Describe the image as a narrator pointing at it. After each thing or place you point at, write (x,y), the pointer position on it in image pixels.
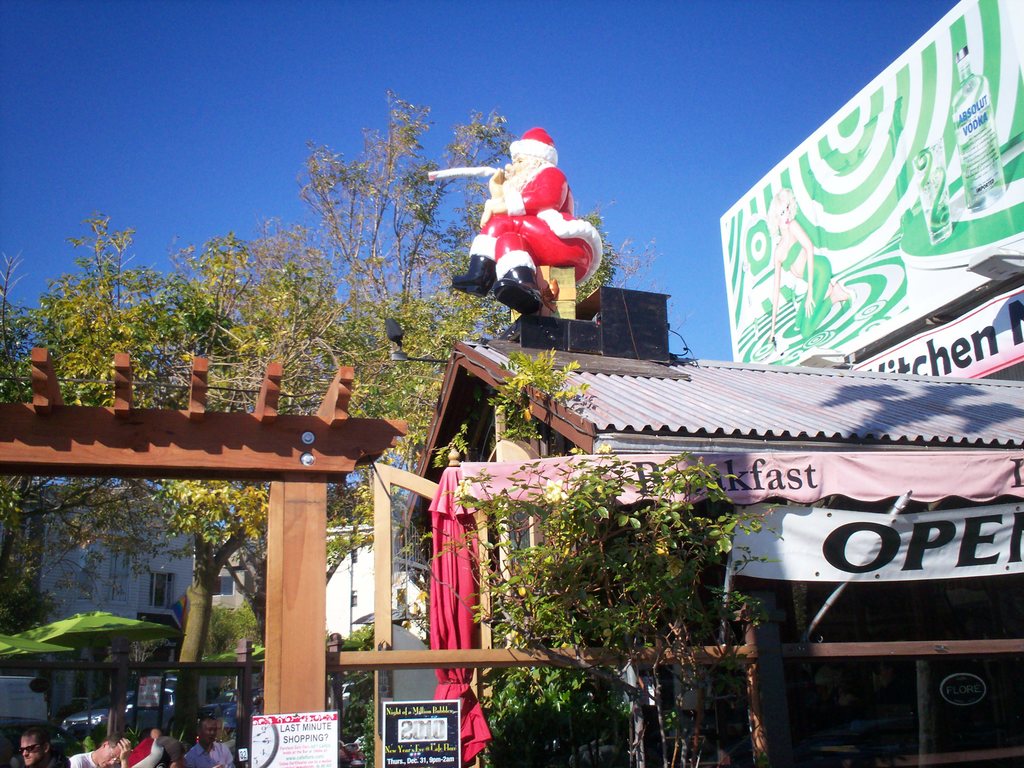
In this image we can see a store (595,763). There is a arch (214,428). There are people (112,753) at the bottom of the image (180,753). There are trees (103,481) in the background of the image (228,268). At the top of the image (250,95) there is sky (198,41).
